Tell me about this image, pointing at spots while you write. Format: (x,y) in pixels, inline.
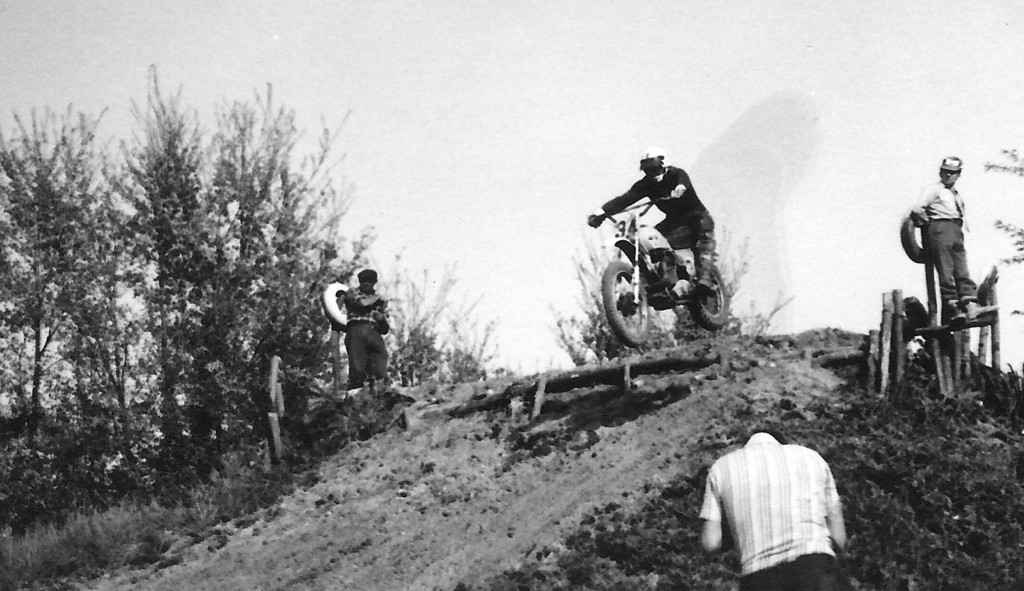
This is a black and white image. In this image I can see four people (350,302) among which one person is riding down a bike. I can see two people (363,301) standing beside far away from him. I can see another person (747,578) standing at the bottom of the image (829,582). I can see trees (204,273) on the left hand side of the image (204,273). At the top of the image (567,88) I can see the sky (652,80).
